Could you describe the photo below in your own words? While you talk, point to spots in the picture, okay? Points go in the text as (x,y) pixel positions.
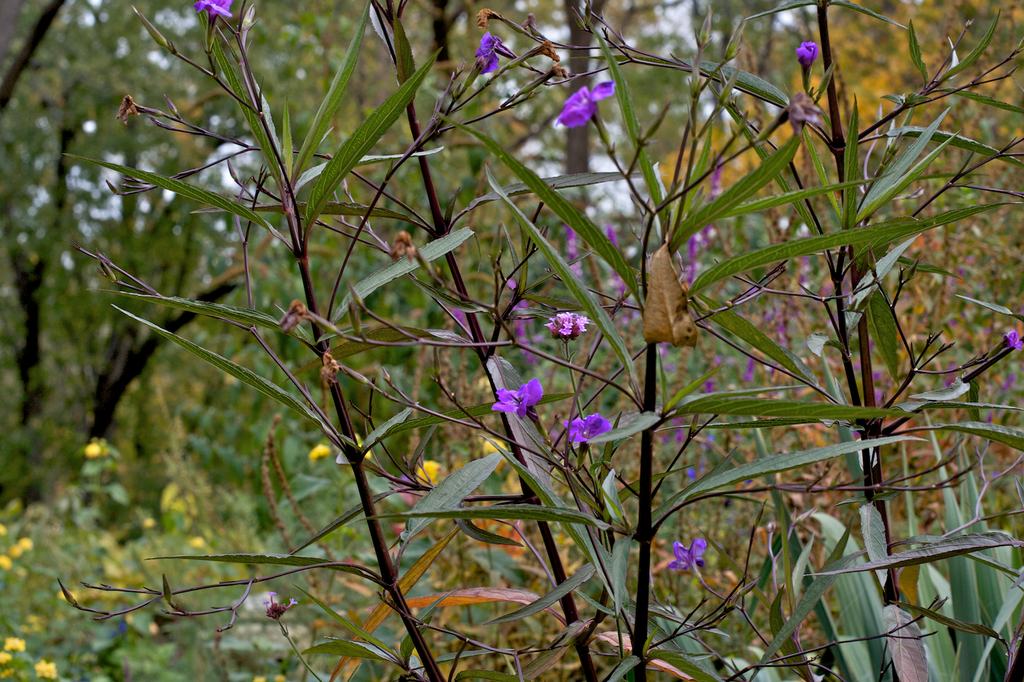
In this pictures there are plants (571,219) with flowers (524,302) which are in purple in color. In the background (238,265) there are trees (155,279). At the bottom left (8,564), there are yellow flowers (23,648).
